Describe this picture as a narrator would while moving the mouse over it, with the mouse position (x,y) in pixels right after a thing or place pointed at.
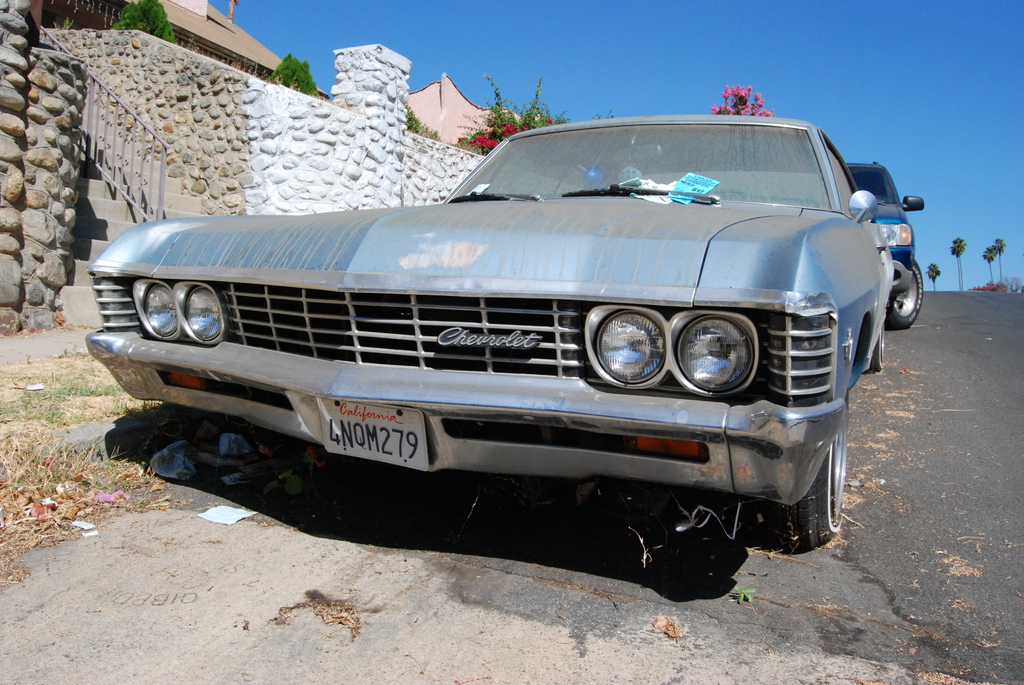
In the center of the image (400,438) there are vehicles (542,474) on the road (402,505). To the left side of the image (73,18) there is a building (256,60). There is a wall (210,100). In the background of the image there are trees (936,274). There is sky (837,73).
